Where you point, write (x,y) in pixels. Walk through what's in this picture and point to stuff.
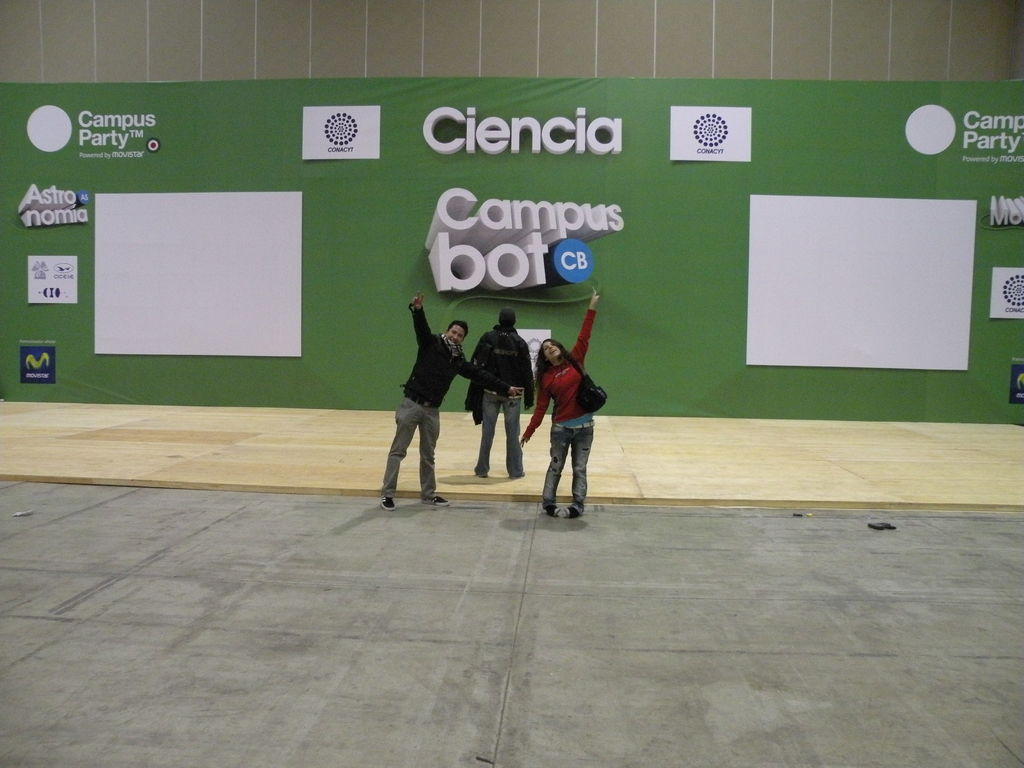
In the image in the center (420,331), we can see three persons (426,467) are standing and holding some objects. In the background (574,202) there is a wall (716,25) and banners (73,128).
